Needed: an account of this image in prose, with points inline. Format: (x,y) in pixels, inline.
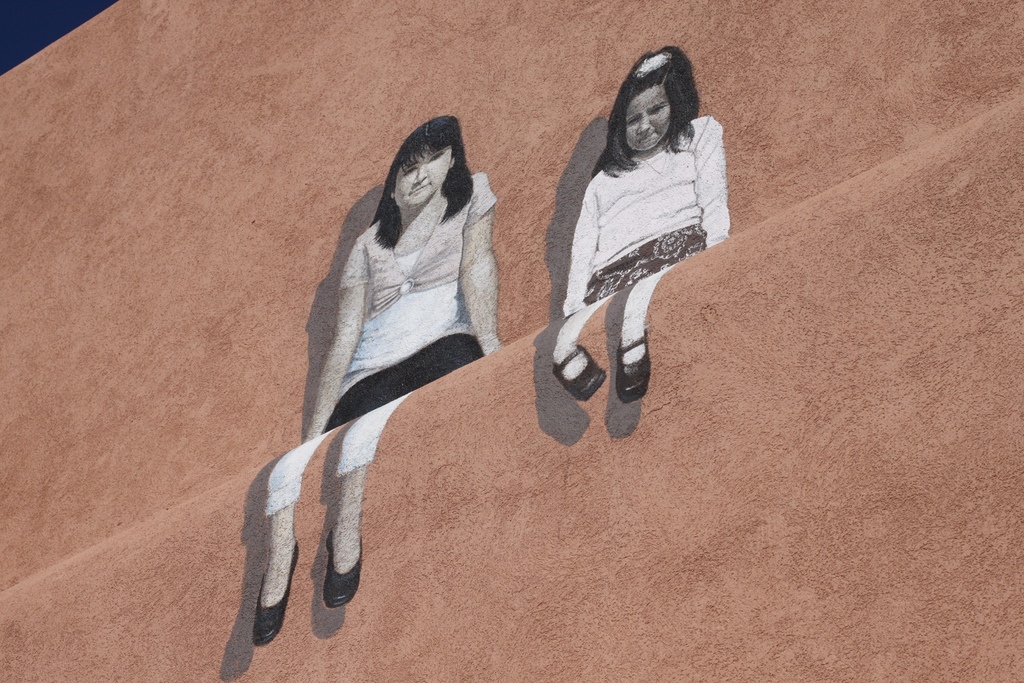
In this picture we can observe an art (346,456) of two girls (423,292) on the wall (286,361). We can observe a brown color wall (214,349) in the background (835,243).
